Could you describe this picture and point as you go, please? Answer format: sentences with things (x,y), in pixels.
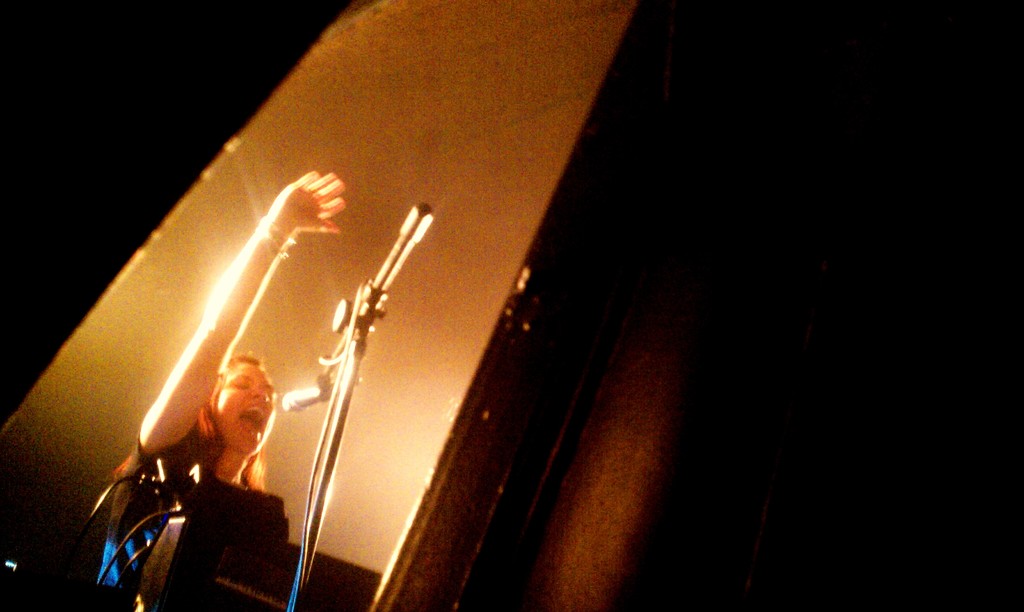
In this image we can see a person (210,464) who is playing the musical instrument (257,555) in front of the mic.
